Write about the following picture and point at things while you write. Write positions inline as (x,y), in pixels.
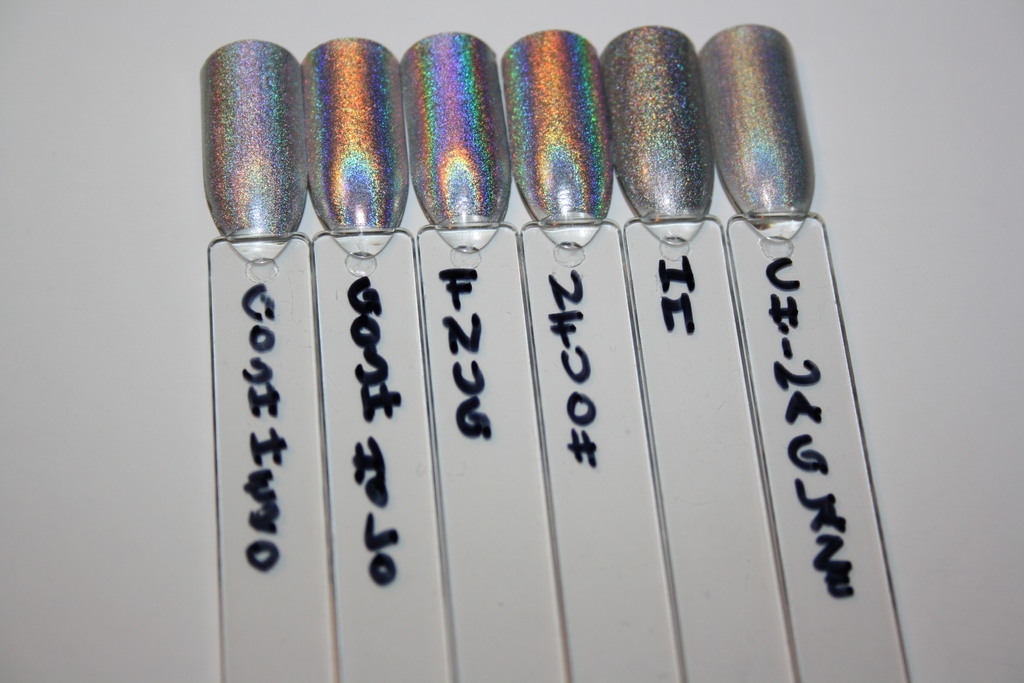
In this image there is some text (243,381) written on some objects (349,303).
